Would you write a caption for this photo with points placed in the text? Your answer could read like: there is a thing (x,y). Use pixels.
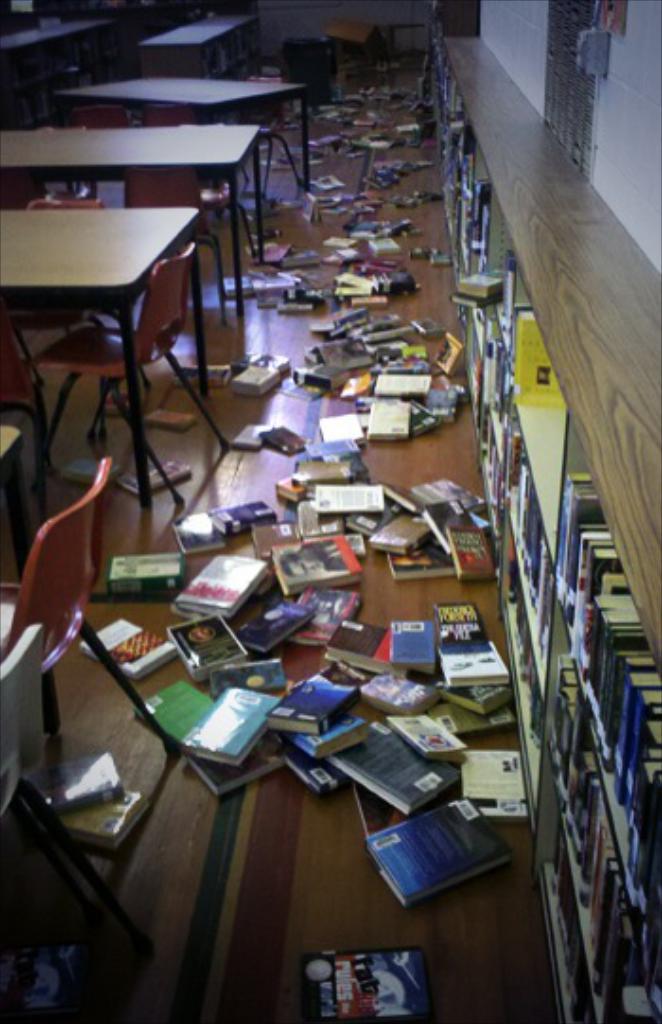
In this image we can see tables (28,265), chairs (42,645), books (241,386), and other objects (337,26) on the floor (280,464). On the right side of the image (549,695) we can see books (605,528) on the racks (603,431), wall (637,221), and other objects (606,50).
